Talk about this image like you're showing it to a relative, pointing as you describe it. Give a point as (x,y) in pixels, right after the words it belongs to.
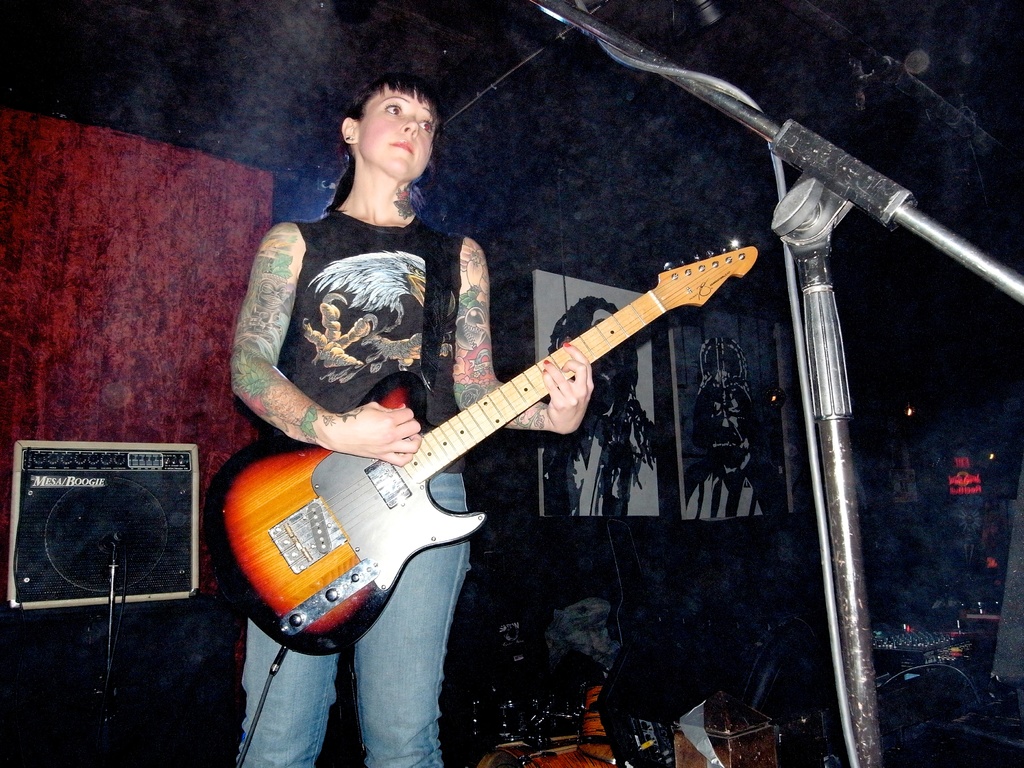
Here we can see a lady (402,172) with a guitar (368,488) in her hand (575,354) probably playing the guitar (392,545) and in front of her there is a microphone (871,732), the lady (353,442) has tattoos (269,321) on both hands (254,394) and beside her there is a speaker (127,466).
